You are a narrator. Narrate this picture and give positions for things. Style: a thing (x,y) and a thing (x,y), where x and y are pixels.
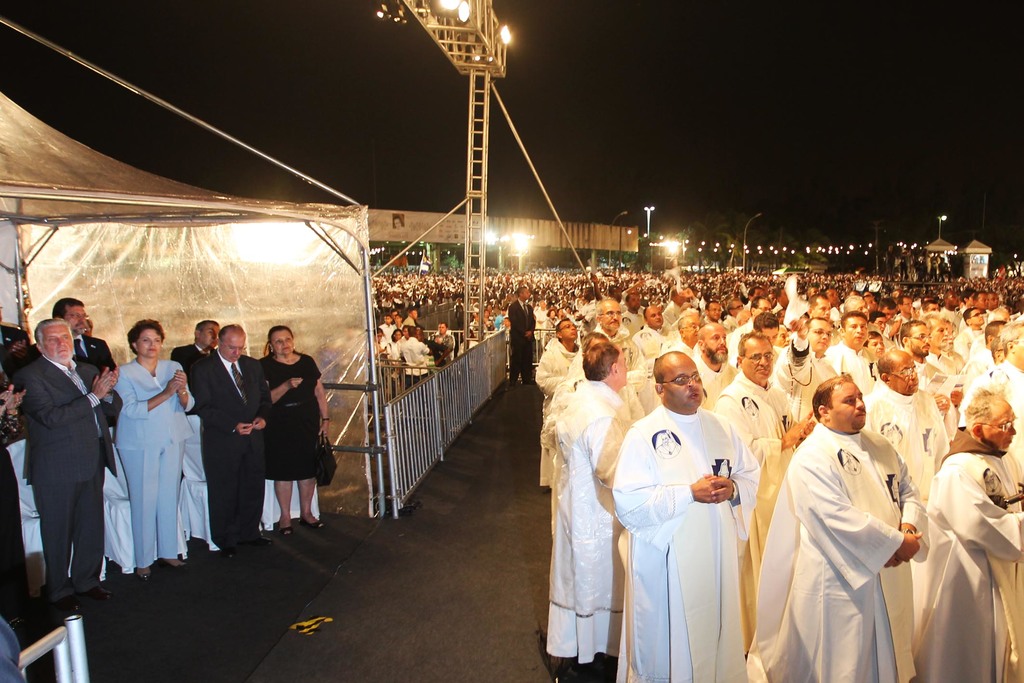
In this image we can see the people (255,457) standing on the ground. And there are lights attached to the rod (468,68) and we can see a fence (432,420), board (480,220), street light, pillars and dark background (773,140).
